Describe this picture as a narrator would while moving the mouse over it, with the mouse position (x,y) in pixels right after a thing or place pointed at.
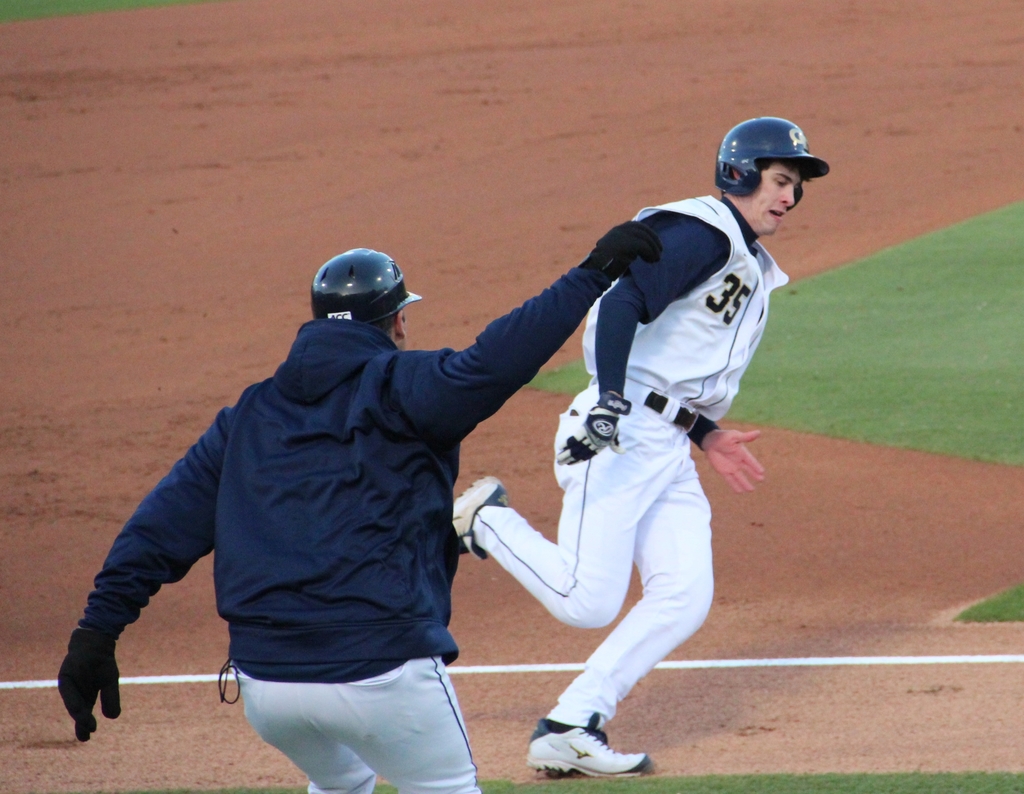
In this image I can see 2 people (523,523) playing in a ground (447,188). They are wearing helmet (389,310) and gloves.
